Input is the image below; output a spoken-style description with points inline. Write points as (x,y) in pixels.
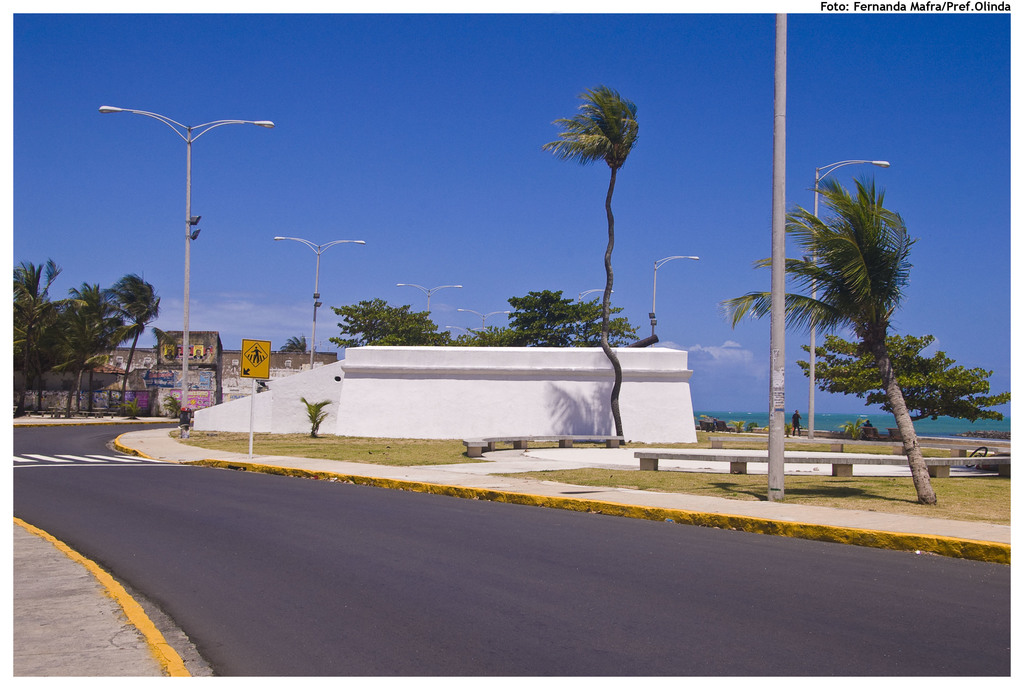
In this image we can see the road (283,543). And we can see the trees (110,327), grass (217,442). And we can see the street lights (187,347), wall (257,416). And we can see the clouds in the sky (528,106). And we can see the sign boards (264,365).
